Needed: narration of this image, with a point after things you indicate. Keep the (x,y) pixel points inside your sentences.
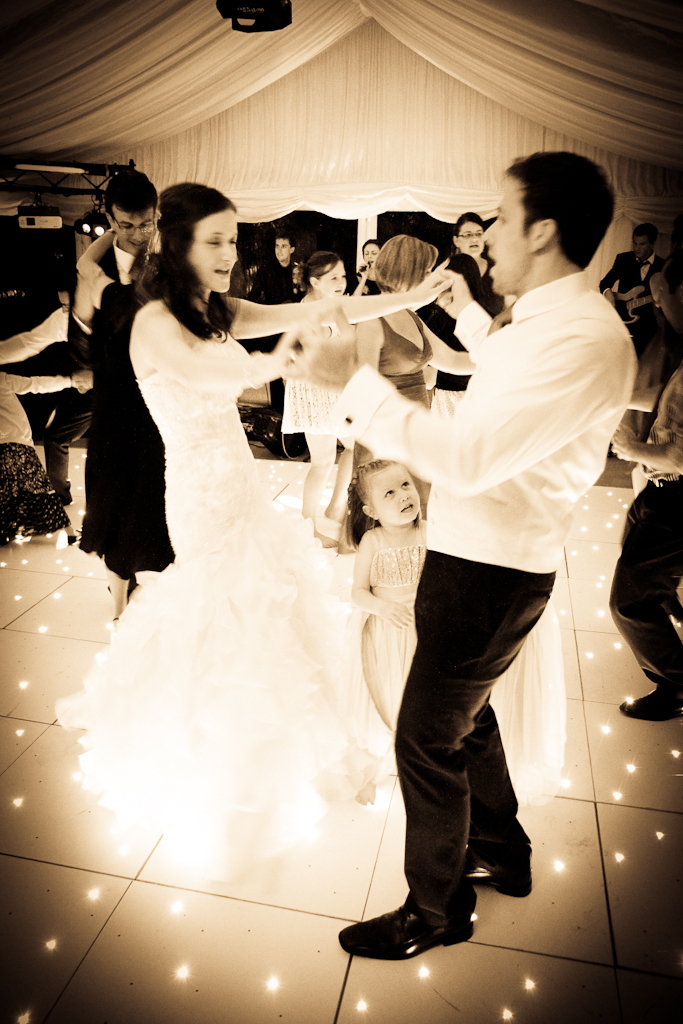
This image consists of many persons (207,455) dancing on the floor (51,920). At the bottom (98,914), there is a floor (51,920). In the background (254,104), there is a white cloth (274,100).
